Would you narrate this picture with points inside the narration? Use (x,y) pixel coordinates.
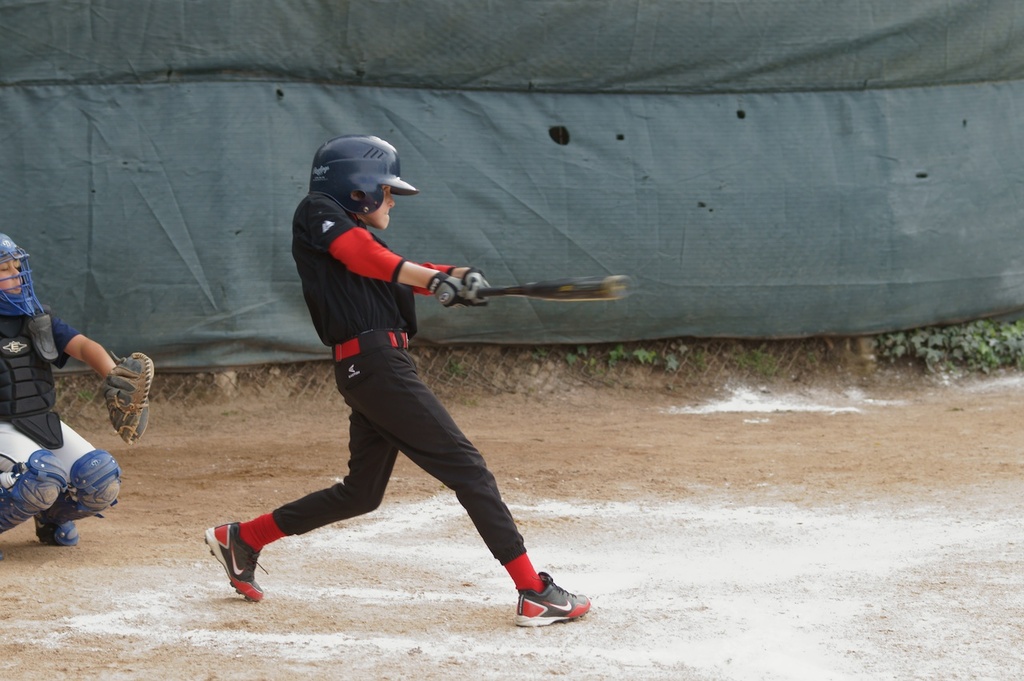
Here I can see a boy (354,466) standing facing towards the right side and holding a bat (519,295) in the hand (463,297). At the back of this boy (312,300) another boy (46,393) is sitting on the knees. Both are wearing helmets (340,184) on their heads (14,281) and playing baseball. In the background (590,166), I can see a cloth (591,62) and some plants (977,342).
